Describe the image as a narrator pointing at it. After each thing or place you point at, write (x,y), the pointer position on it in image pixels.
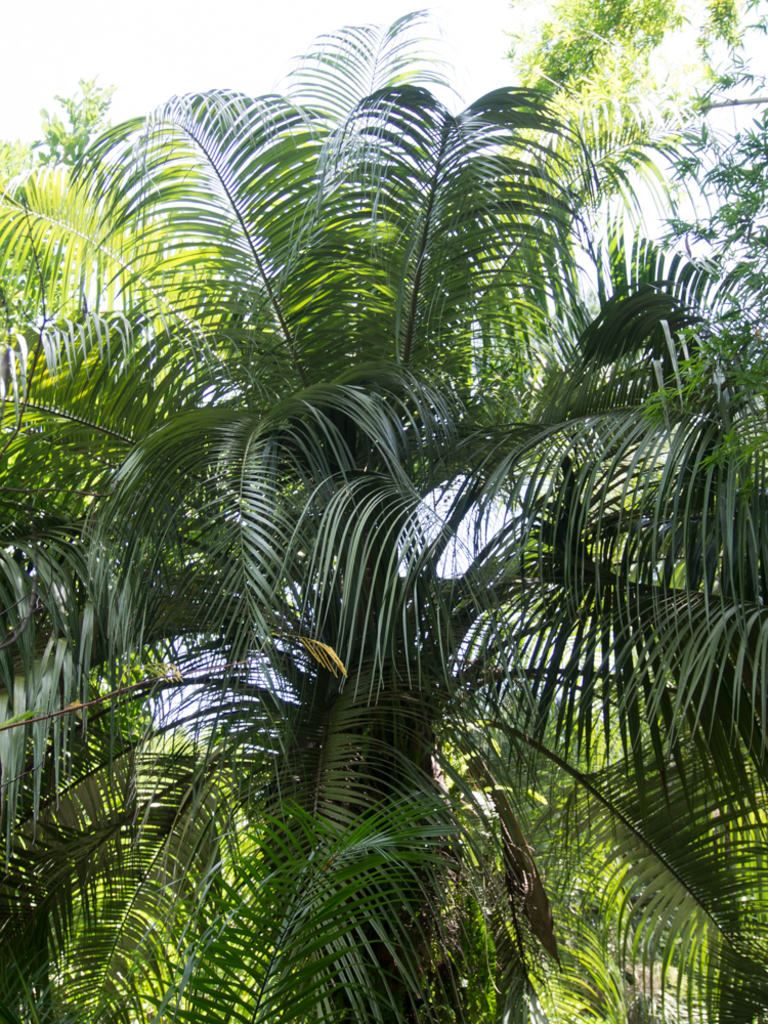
In this image we can see few trees (444,392). We can see the sky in the image.
